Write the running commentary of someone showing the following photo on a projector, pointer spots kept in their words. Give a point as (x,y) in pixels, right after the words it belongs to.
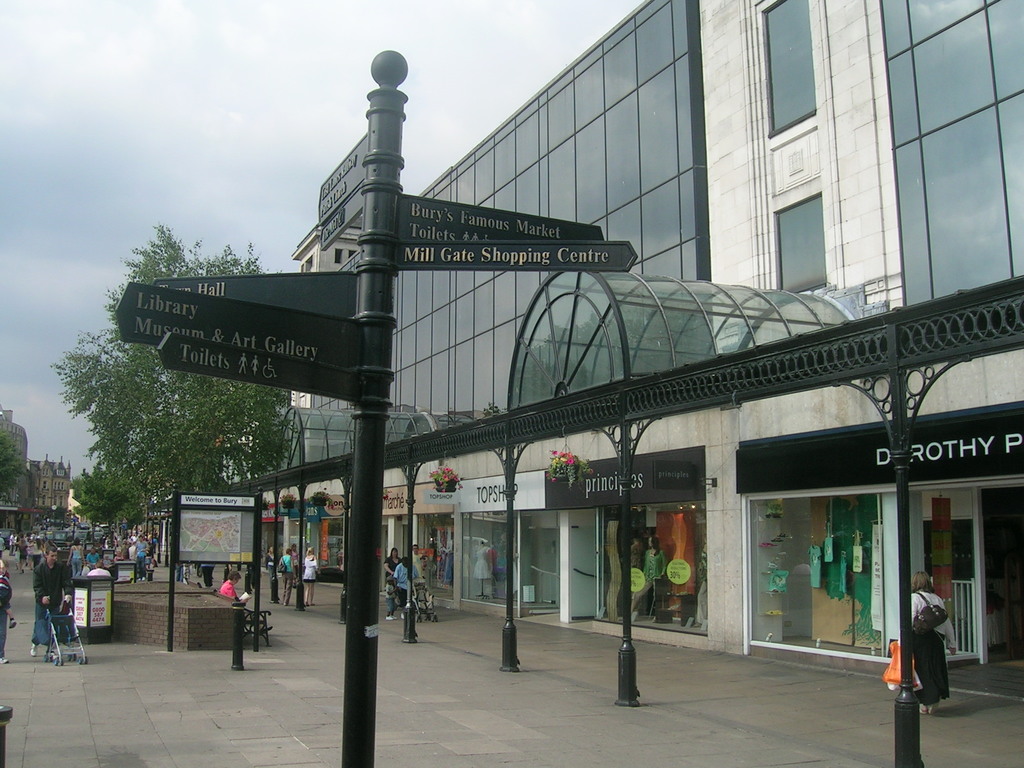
At the top (255,88) there is a sky (235,103). On the right side of the picture (958,267) we can see stores (956,267). A woman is walking near to a store (947,556), wearing a handbag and we can also see few people (400,595). We can see boards (505,239) with some information on a pole (367,296). In the background (206,417) we can see trees (211,416) and people (146,551). A person (235,588) is sitting on a bench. A man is walking, holding a trolley chair (81,652) with his hands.
